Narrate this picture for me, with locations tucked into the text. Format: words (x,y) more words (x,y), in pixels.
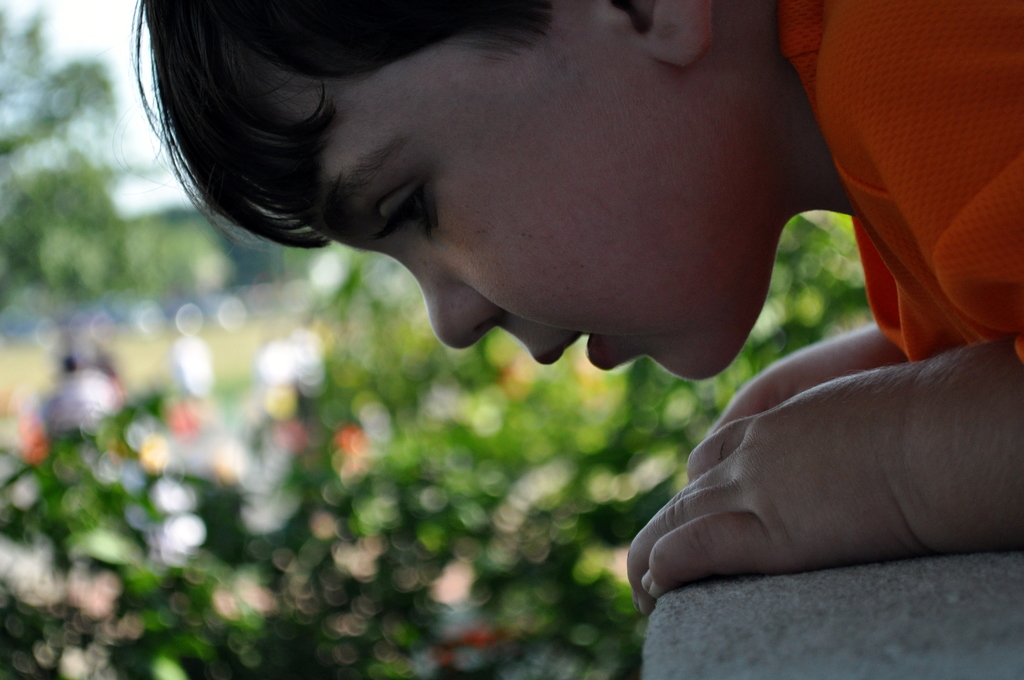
In this image we can see a kid (852,139) holding a wall (820,630) and a blurry background (44,98).
